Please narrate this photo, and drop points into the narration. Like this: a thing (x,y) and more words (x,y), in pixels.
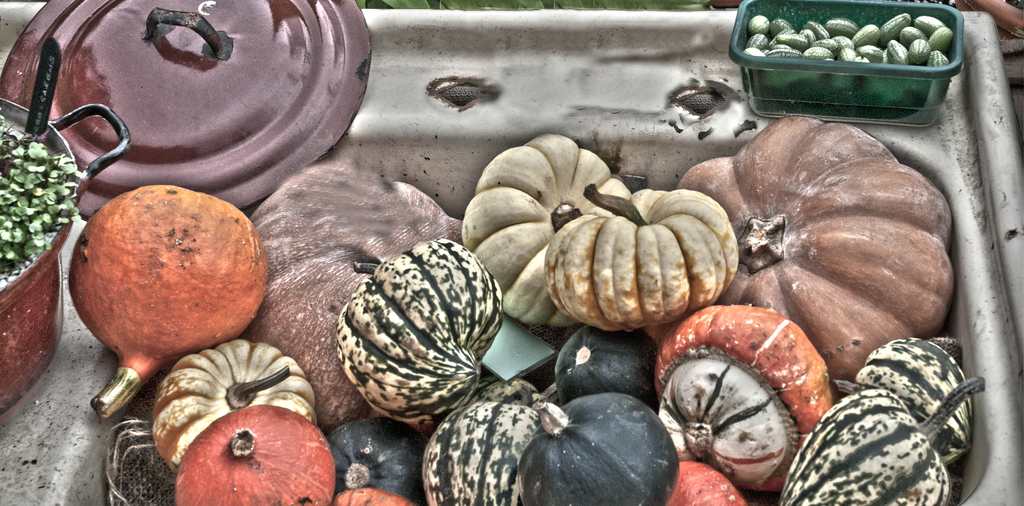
In this image I can observe different types of vegetables (474,352). On the left-hand side (47,267) there is a vessel (25,286). On the left-hand (131,108) top corner there is a lid (233,94).
